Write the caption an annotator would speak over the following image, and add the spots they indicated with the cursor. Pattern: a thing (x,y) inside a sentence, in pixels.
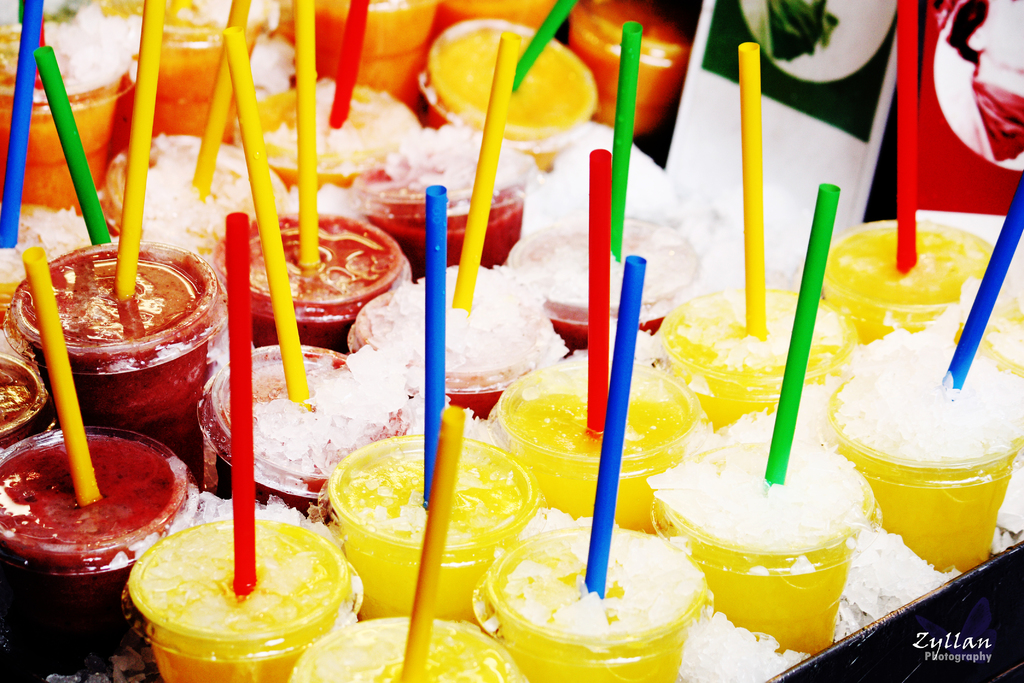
In this picture we can see few cups (321,316) and straws (132,268), and also we can find ice (699,226).
